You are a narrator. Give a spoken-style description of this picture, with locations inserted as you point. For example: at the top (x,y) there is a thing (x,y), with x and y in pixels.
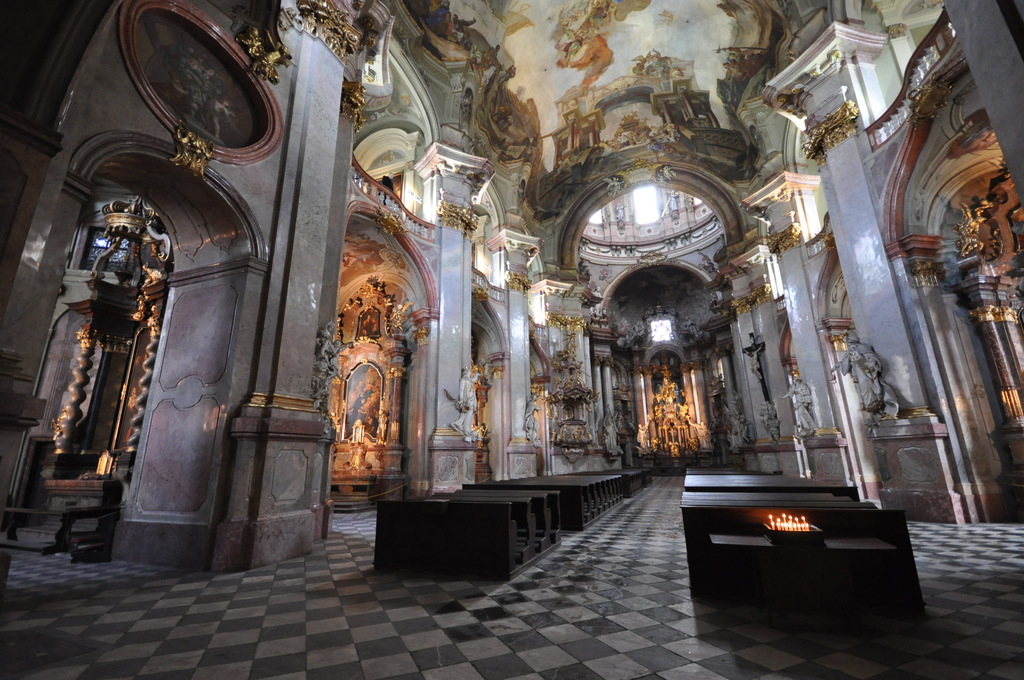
This image is inside a building (722,78) where we can see candles (797,530) and wooden tables (493,519) here.
